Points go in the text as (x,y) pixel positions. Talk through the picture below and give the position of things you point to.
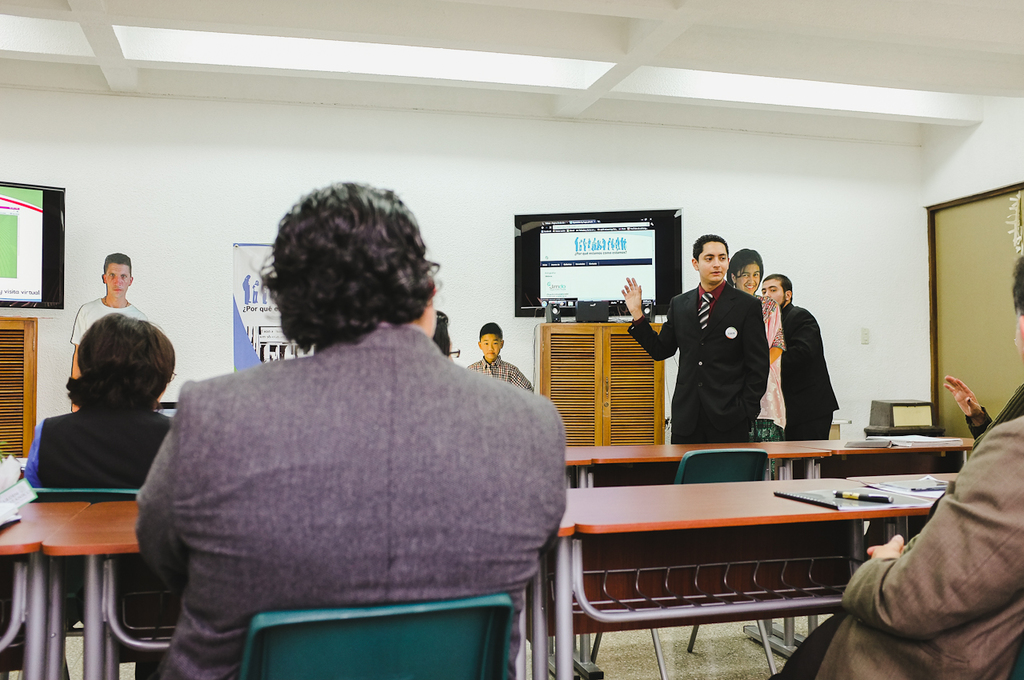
This is a wall (554,164). Here we can see a board (942,286). We can see persons boards (120,283) here. This is a television (641,259). Here we can see a man (695,331) standing and talking. We can see all the persons (281,508) sitting on chairs (100,489) in front of a table (764,528) and on the table (828,520) we can see books (845,503), pen (893,500). This is a floor (702,629).
